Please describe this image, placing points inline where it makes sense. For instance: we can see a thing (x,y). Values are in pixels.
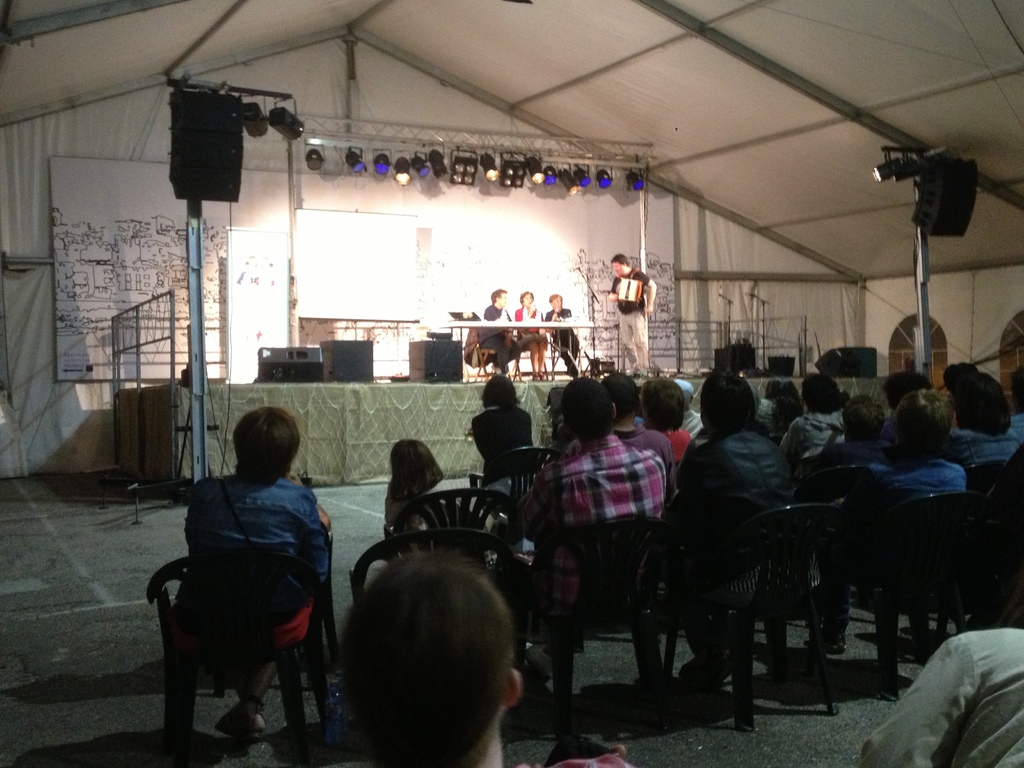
In this image I can see group of people (449,653) sitting. In the background (705,318) I can see the tent (830,176) in white color and I can also see few lights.
